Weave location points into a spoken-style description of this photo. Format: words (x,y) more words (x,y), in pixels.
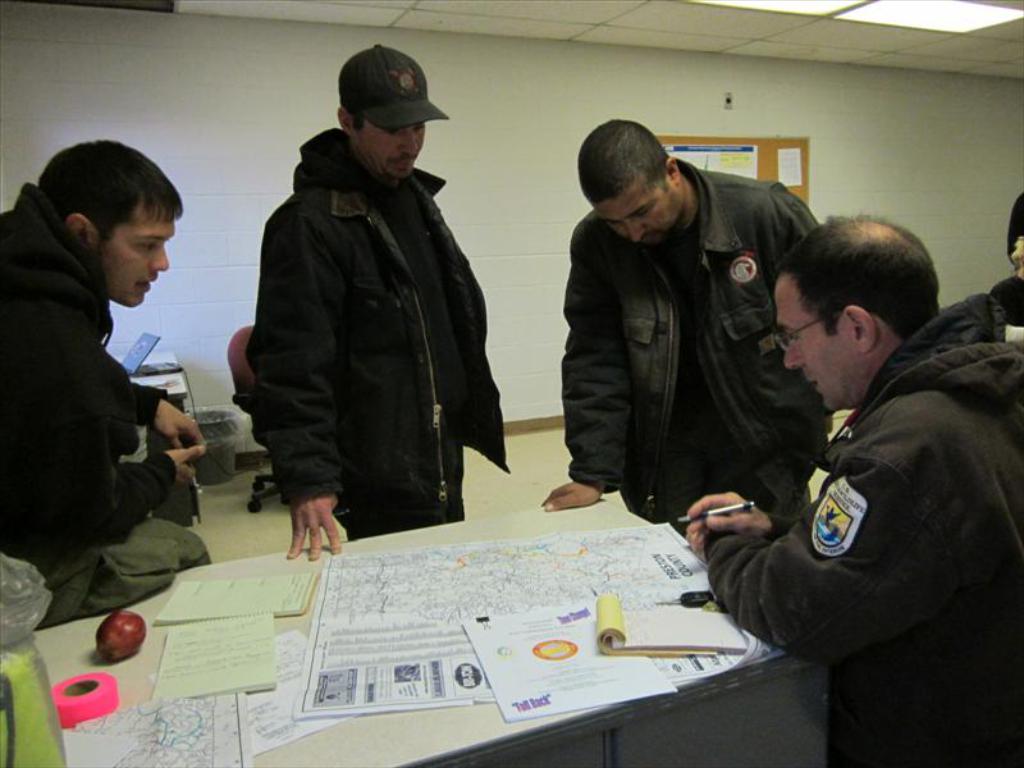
In this image there are some people (637,389) some of them are standing, and some of them are sitting and they are talking something. And at the bottom (147,676) there is a table (130,669), on the table (98,622) there are some papers (334,676), books (701,626), apple (131,622), tape (98,678) and some object (45,678). And in the background (555,89) there is wall (564,209), on the wall (575,203) there are some posters (677,147) and on the left side (151,363) there is a table (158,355). On the table (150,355) there is a laptop (144,343) beside the table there is a dustbin (239,409), and one chair (255,383). At the top (706,47) there is ceiling (551,8) and lights (891,19).
